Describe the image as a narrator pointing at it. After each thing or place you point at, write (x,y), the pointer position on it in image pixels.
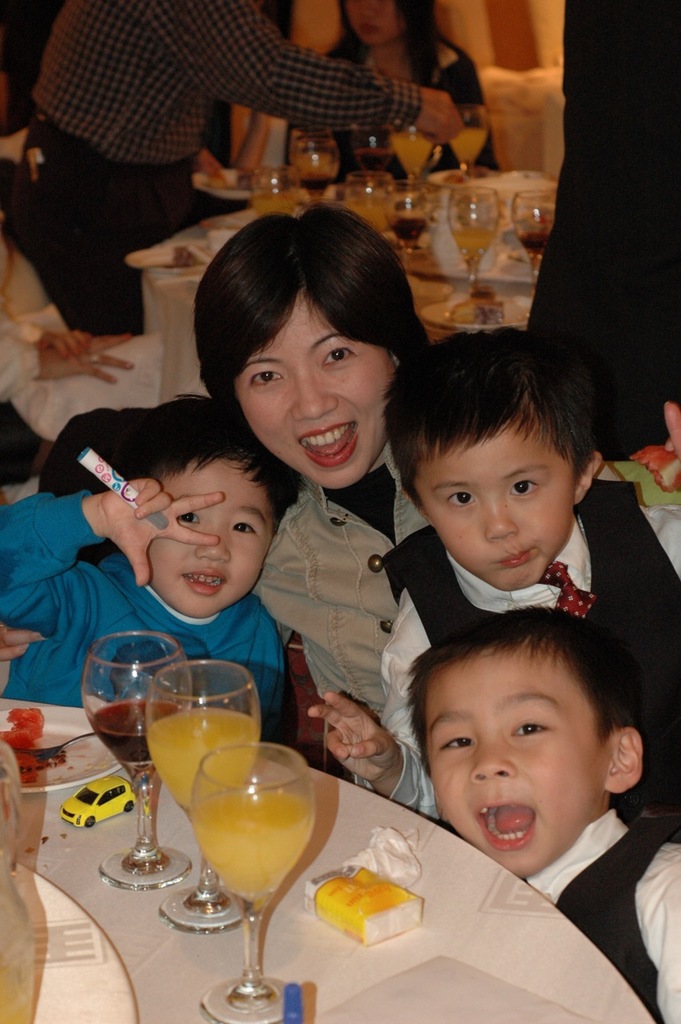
There are three kids (412,666) and the woman (360,503) smiling. This is the table (357,820) covered with a cloth (449,884). I can see three wine glasses (211,794) with juices (246,834), a car toy (115,781), tissue papers (369,884), plate (47,768) and few other things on it. I can see a man (203,93) standing and a woman (356,52) sitting. Here is a woman (390,59) sitting. I can see another table (165,295) with wine glasses (491,208), plates (523,298) and few other things (452,264) on it.
